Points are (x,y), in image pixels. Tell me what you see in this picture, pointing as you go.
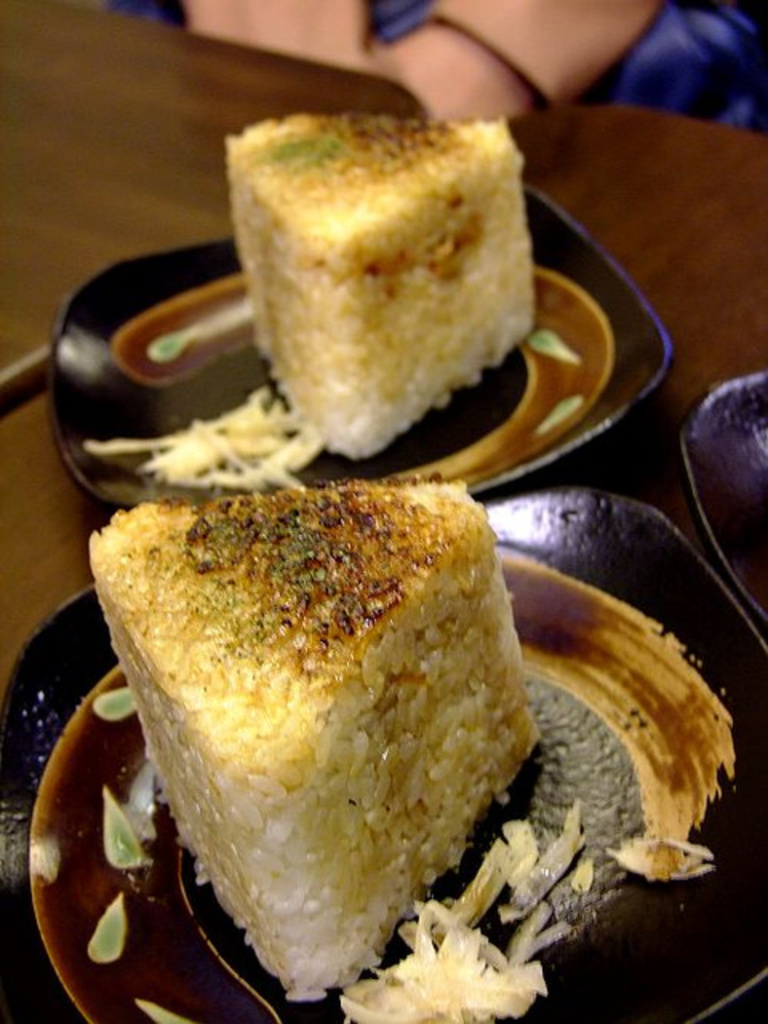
In this picture we can observe some food (361,361) placed in the two brown color plates (72,803). The food (476,325) is in white and brown color. These plates (190,901) were placed on the brown color table (57,482).
